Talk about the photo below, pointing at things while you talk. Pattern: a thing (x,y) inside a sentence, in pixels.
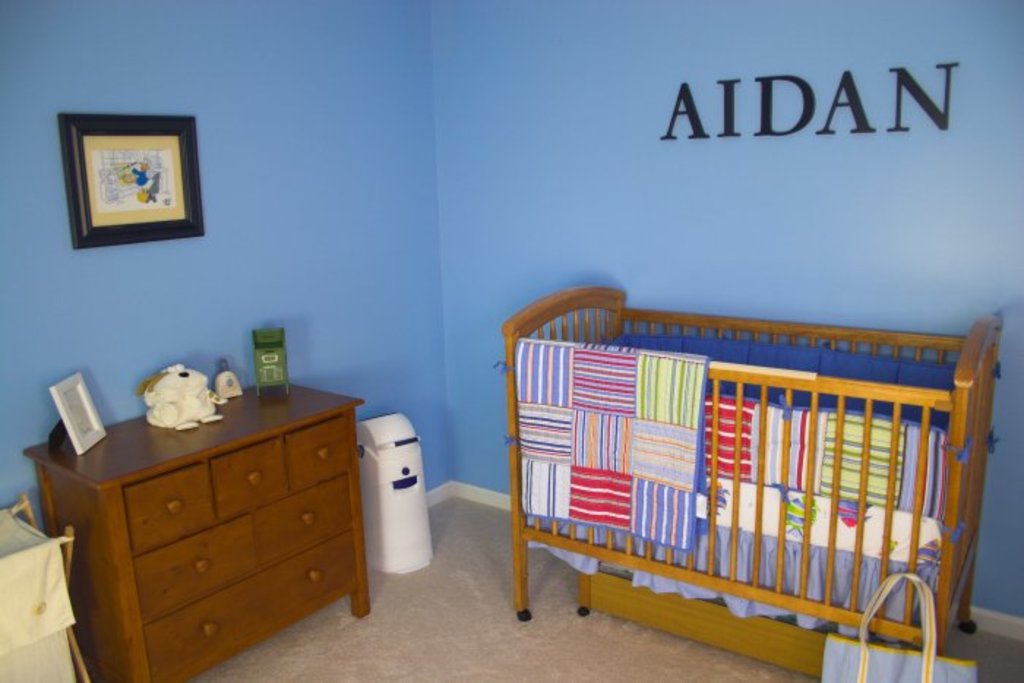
The picture is clicked inside a room (413,218). To the right corner of the image (770,392) there is a cradle (785,422) and beside it there is a bag (891,667). To the left corner of the image (169,528) there is a table (218,456) with chest of drawers (273,502). On it there is a bottle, a frame (93,428) and a sculpture (190,395). Beside to it there is a machine (403,492). In the background (413,415) there is wall (351,135). There is a picture frame (126,189) hanging on the wall (289,152) and there is text (676,121) "Aidan" on it.
